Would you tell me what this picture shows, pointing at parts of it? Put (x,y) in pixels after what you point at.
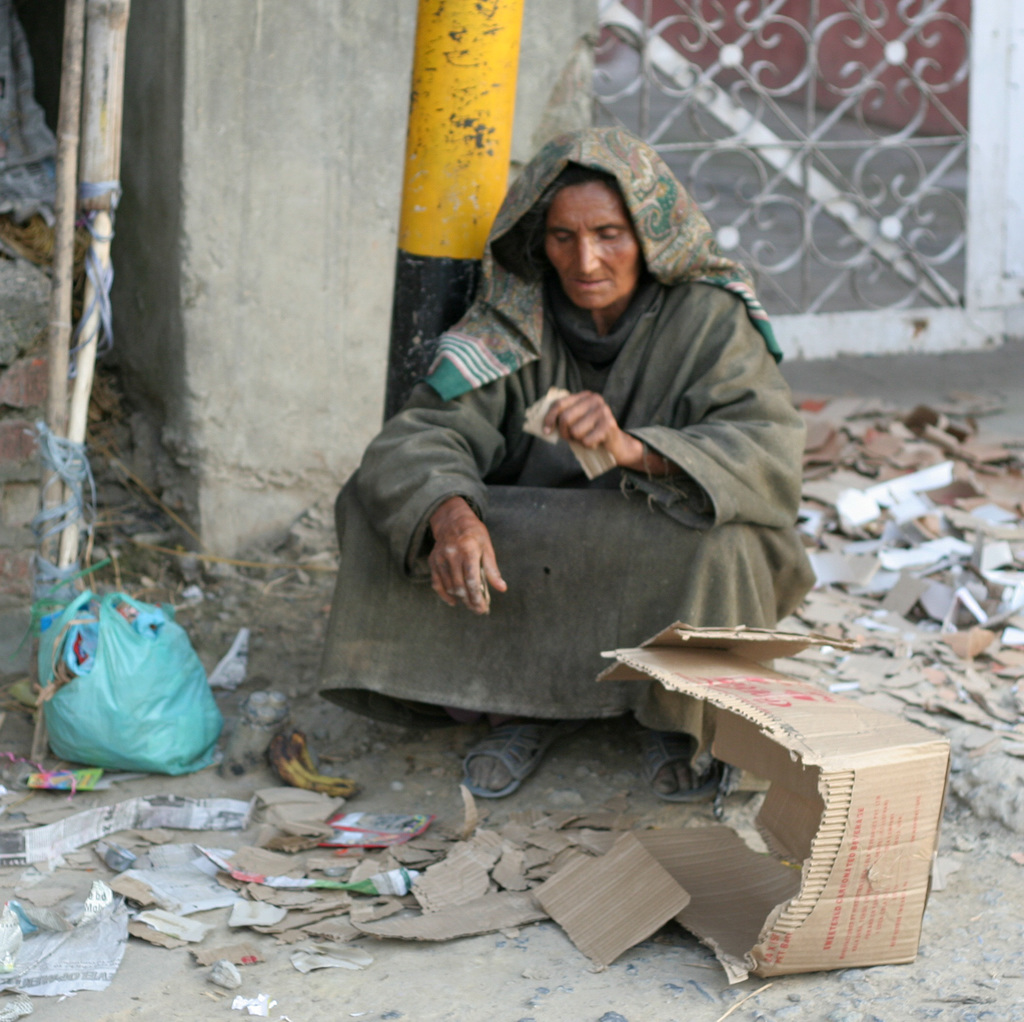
On the left side of the image (200,763) we can see a stick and a plastic bag (130,635). In the middle of the image (597,531) we can see a pole (477,136), a lady (586,537) is sitting on the floor (777,1004) and a cardboard box (777,892). On the right side of the image (898,258) we can see an iron window (882,254) and some objects (945,659) which are in white and brown.
